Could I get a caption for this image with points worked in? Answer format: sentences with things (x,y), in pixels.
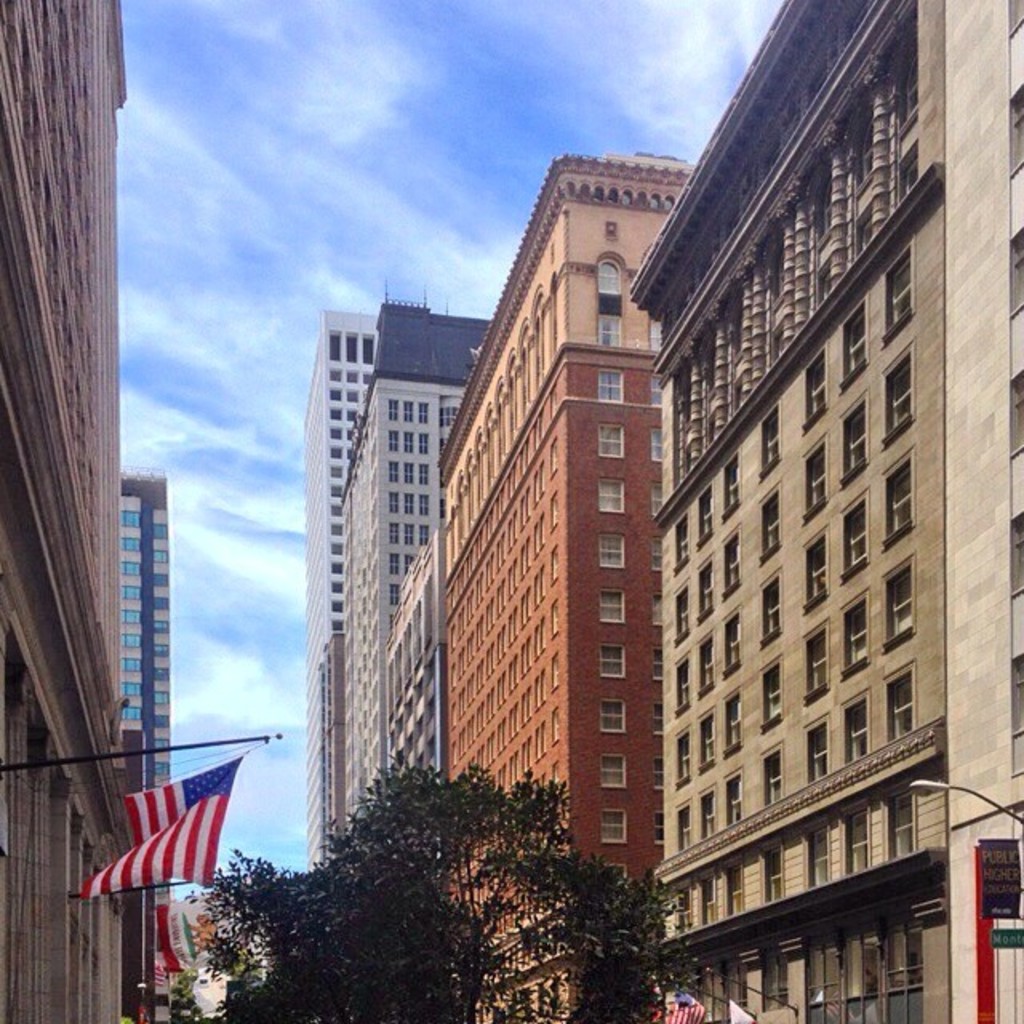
In this image we can see some buildings (450,468) and there are few flags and we can see few trees (594,989). There is a street light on the right side of the image (999,805) and there is a board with some text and at the top (249,135) we can see the sky (332,76).
